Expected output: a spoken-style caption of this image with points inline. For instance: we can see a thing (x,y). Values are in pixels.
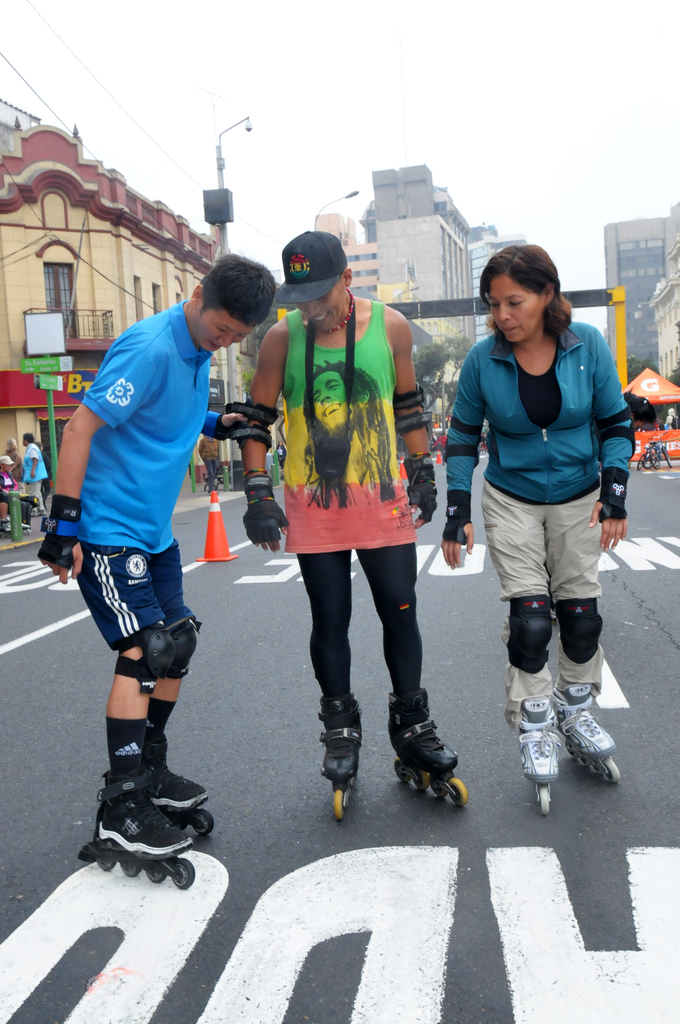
In this image we can see some persons (137,451) wearing skates (181,808) are standing on the ground (422,858). To the right side of the image (658,445) we can see bicycle (658,455) parked on road (668,489), a tent (648,372). In the background (431,246) we can see a person (669,412) standing, group of buildings (441,243) with windows (153,309), metal barricades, cone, pole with CCTV camera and the sky (467,66).
